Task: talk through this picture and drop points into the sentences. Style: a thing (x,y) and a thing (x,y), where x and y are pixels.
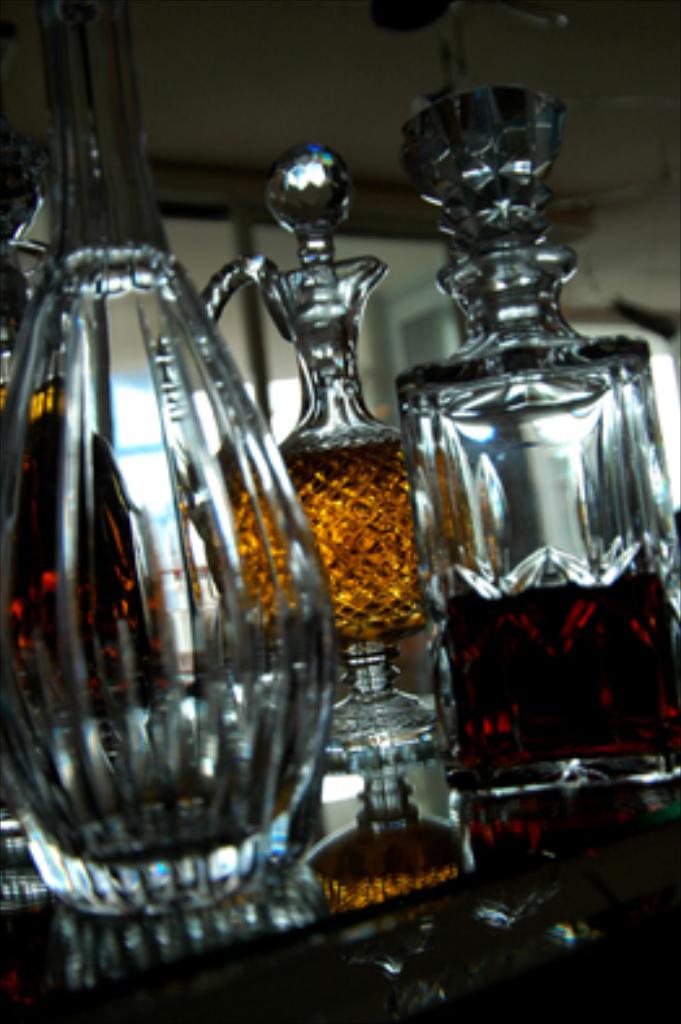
there are glass bottles (308,462). the bottles (484,473) at the back (377,459) are filled with liquid (338,490).
